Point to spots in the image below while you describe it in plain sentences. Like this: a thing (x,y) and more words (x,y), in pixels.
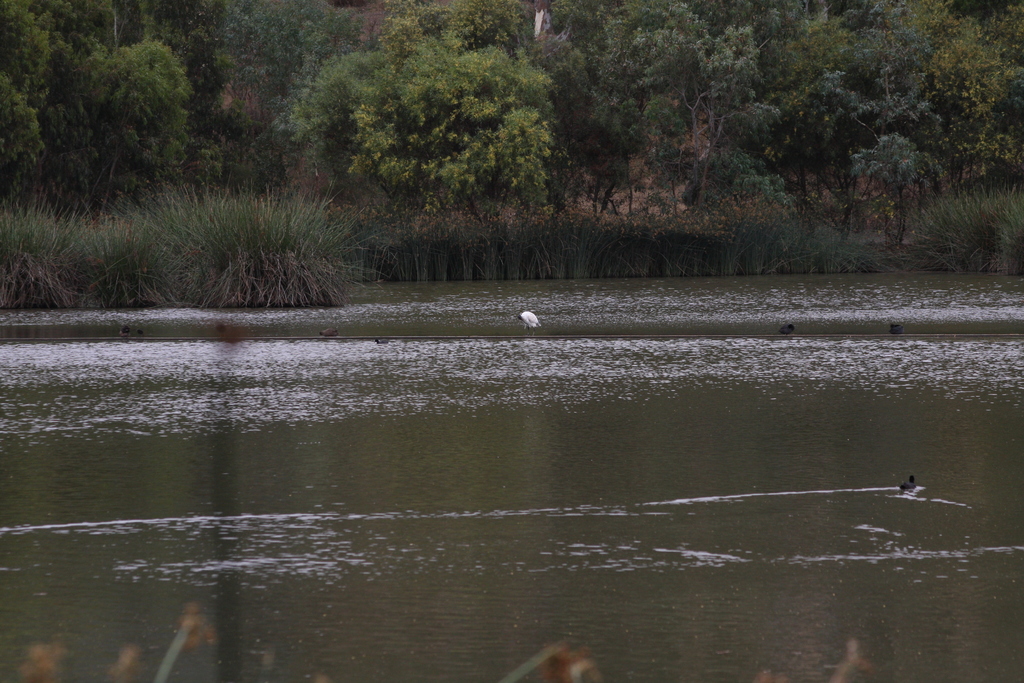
This picture is taken from outside of the city. In this image, in the middle (534,322), we can see a bird (530,319). In the background (400,253), we can see some plants (688,203) trees (688,203). At the bottom (518,534), we can see a water (718,483) in a lake (723,501).
